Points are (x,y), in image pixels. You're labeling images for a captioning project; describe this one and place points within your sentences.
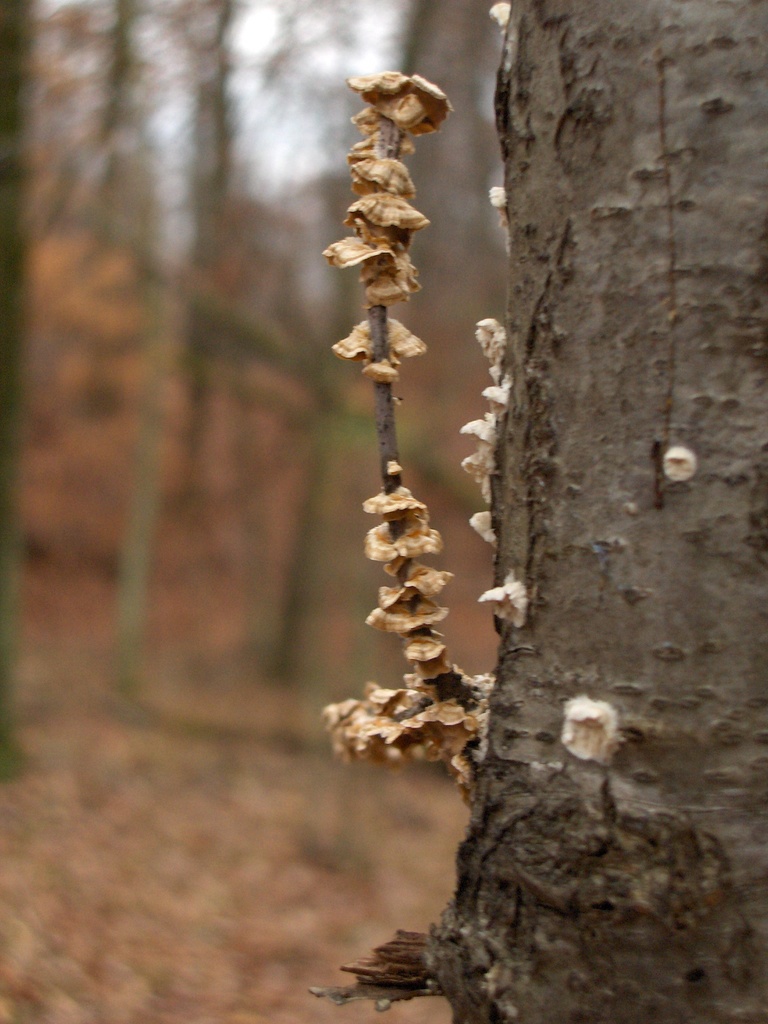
In this picture we can see fungi mushrooms (434,674) in the front (406,123), in the background (419,175) there are some trees (154,229), we can see a blurry background (134,229).
